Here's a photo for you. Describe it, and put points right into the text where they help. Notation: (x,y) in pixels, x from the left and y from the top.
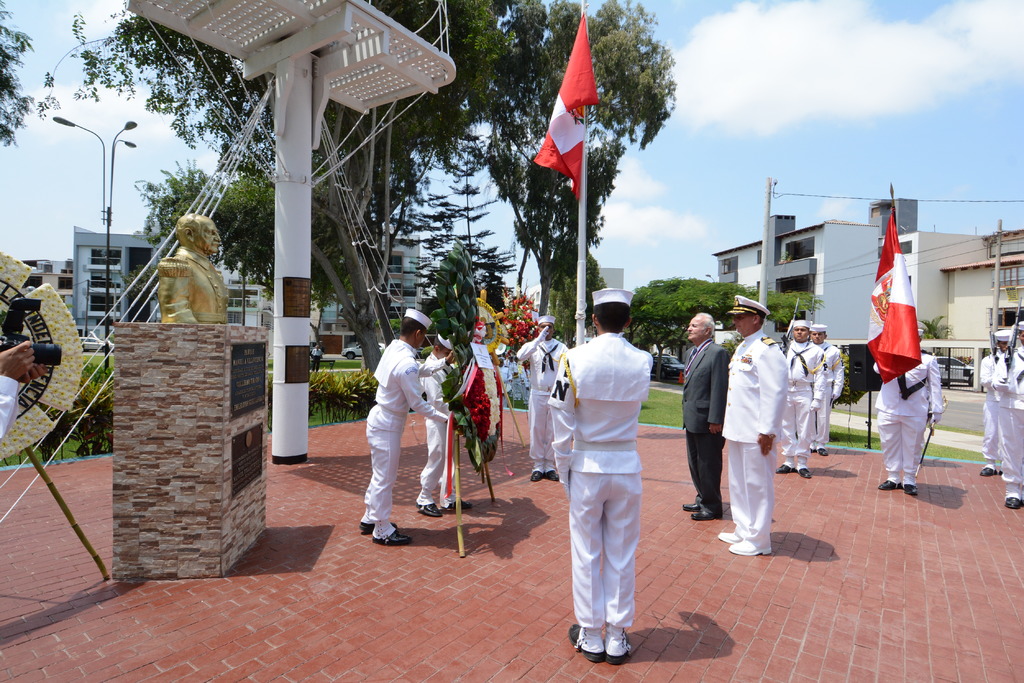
There are group of people (577,421) standing. Among them one person (893,390) is holding a flag (897,334) in their hands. This is the statue (212,305), which is placed on the memorial stone (218,382). This is a street light (111,192). I think this is a current pole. I can see the buildings (835,276) and the trees (650,316). These are the small bushes (91,385). On the left side of the image (15,379), I can see a person (16,365) holding a camera (11,334). These are the clouds (713,101) in the sky (838,106).
